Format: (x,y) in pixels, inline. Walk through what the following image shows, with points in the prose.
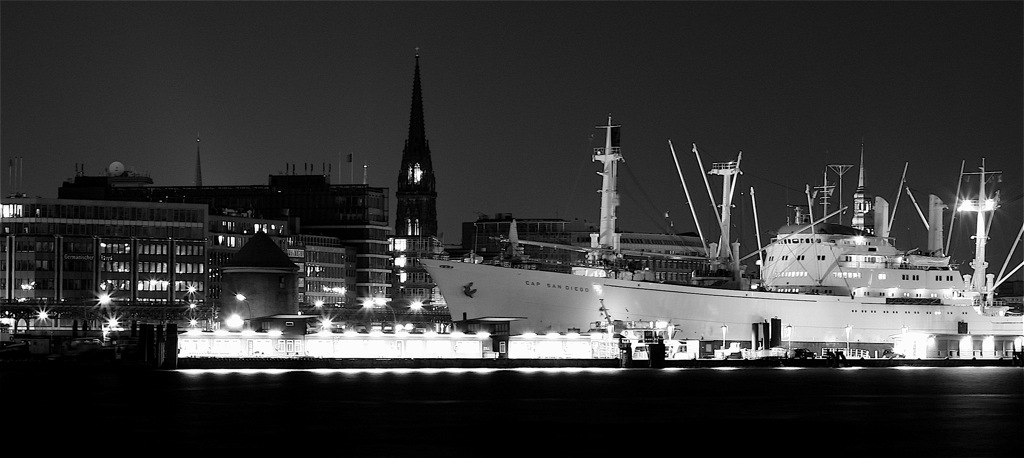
In the foreground (725,261) I can see fleets of boats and a ship (677,312) in the water (547,400), lights (348,336), fence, pillars (147,336) and a light house (276,279). In the background (220,241) I can see buildings (190,245), towers (269,264), windows (115,283), ropes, vehicles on the road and the sky (461,97). This image is taken may be during night.
